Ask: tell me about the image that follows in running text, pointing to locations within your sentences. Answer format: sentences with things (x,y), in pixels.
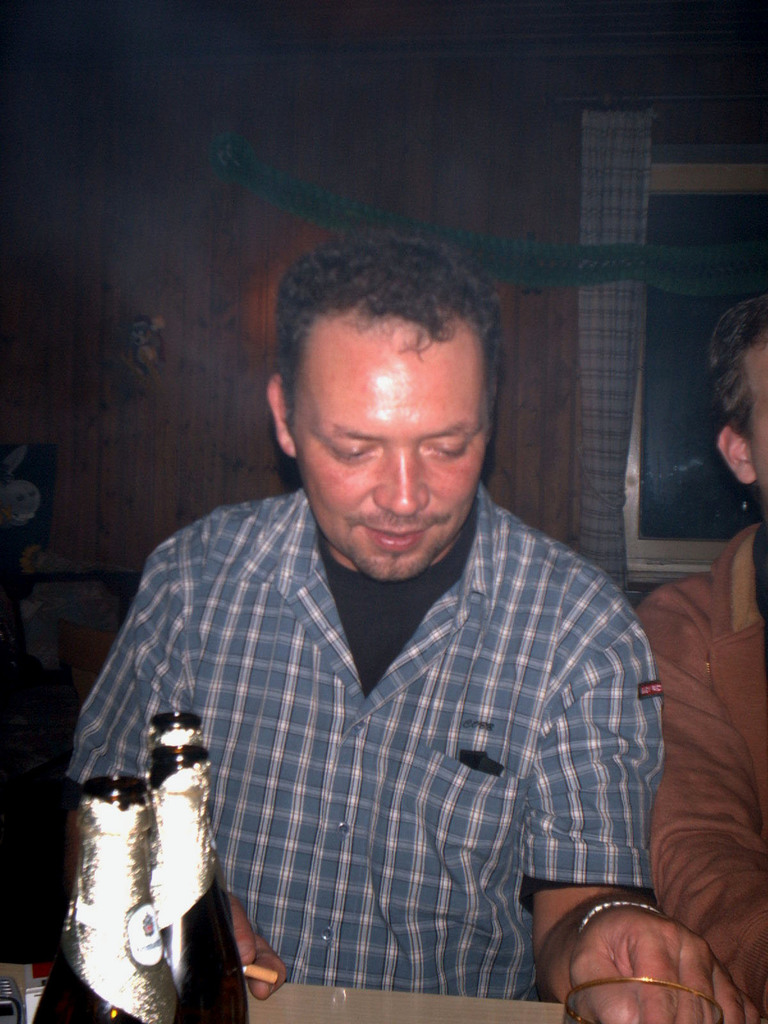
Here we can see a man (383,568). This is table (326,1013). On the table (373,1013) there are bottles (165,760), and a glass (666,1006). On the background (422,128) there is a wall (501,129) and this is window (713,511). And there is a curtain (620,209).
